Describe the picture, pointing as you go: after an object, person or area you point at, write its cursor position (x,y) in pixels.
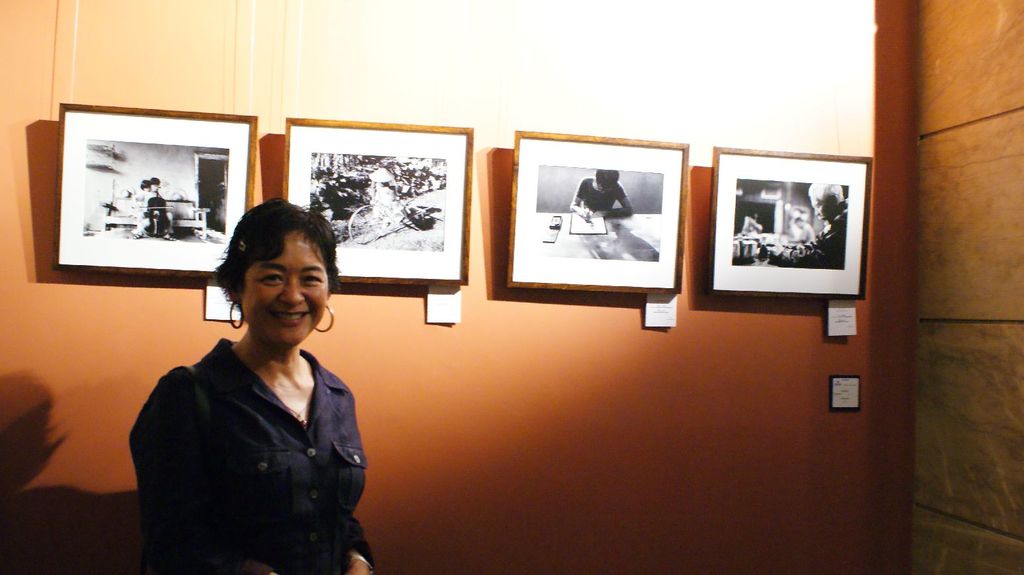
In the image we can see there is a woman (325,390) standing and smiling. Behind her there is a wall (495,174) and there are photo frames (469,179) on the wall (592,340). The wall (611,364) is in orange colour.
